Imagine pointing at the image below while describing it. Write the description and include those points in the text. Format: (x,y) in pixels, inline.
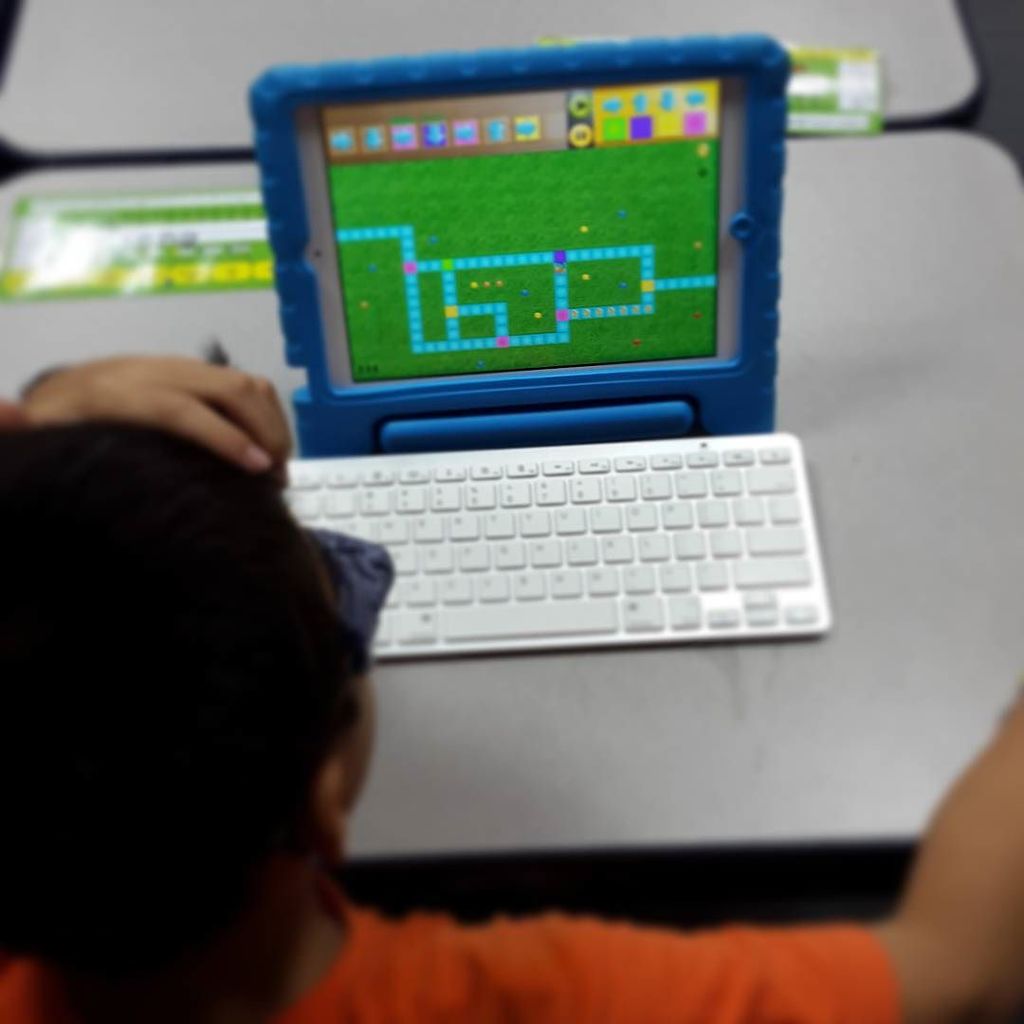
In the foreground of this picture (147,695) we can see a person (486,923) seems to be sitting and we can see the hand (147,368) of another person (169,365). In the center (612,591) we can see the tables (490,703) on the top of which keyboard (735,493) is placed and we can see an electronic device (539,288) is placed on the top of the table (778,386).
